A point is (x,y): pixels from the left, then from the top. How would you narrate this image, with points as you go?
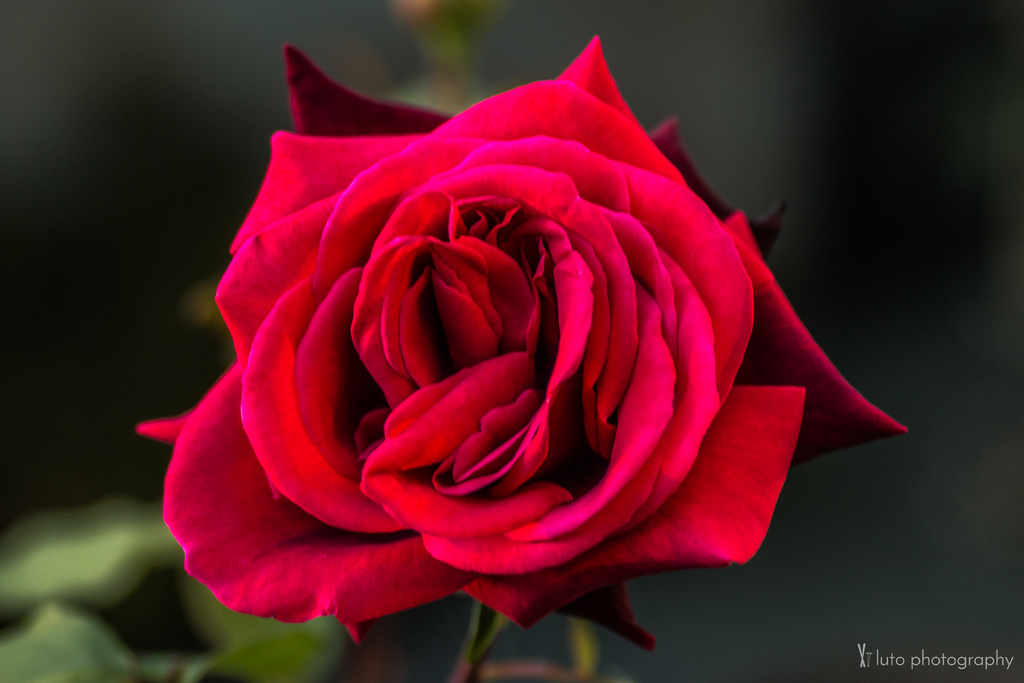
In the picture I can see a red color flower (496,338). The background of the image (177,233) is blurred. On the bottom right corner of the image (963,665) I can see a watermark (883,663).
